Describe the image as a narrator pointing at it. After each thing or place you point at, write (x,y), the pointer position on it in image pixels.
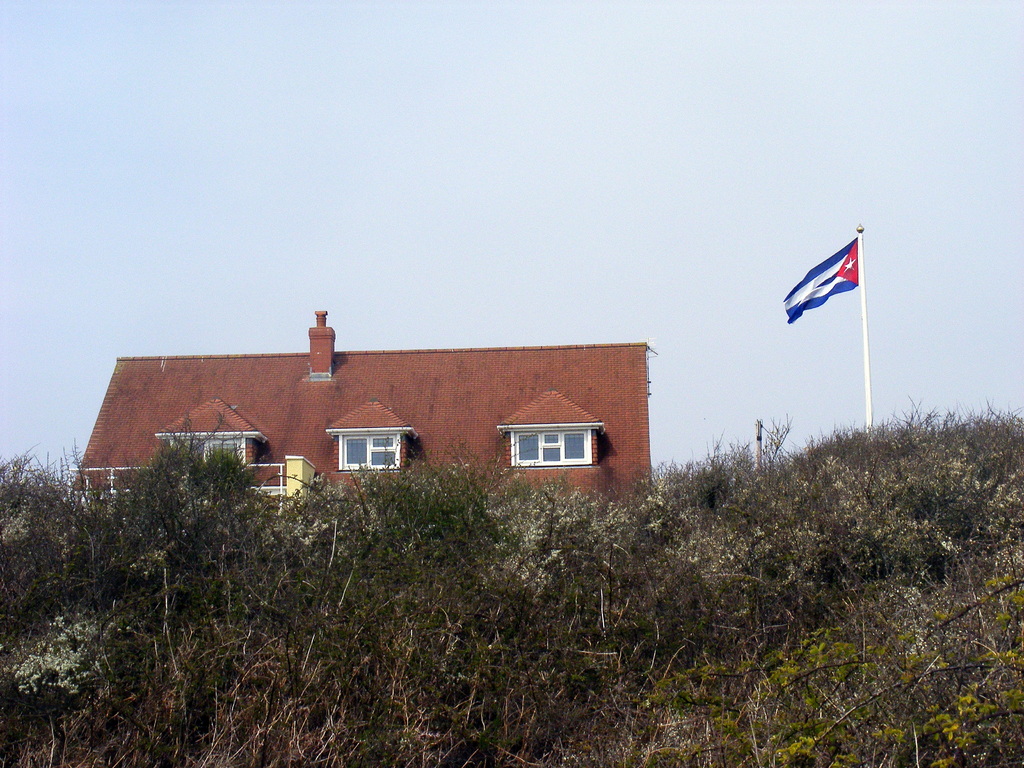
In the picture we can see a plants surface (473,615) and behind it we can see a house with some railing (139,467) to it and beside we can see a pole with flag (811,280) and sky (548,299).
